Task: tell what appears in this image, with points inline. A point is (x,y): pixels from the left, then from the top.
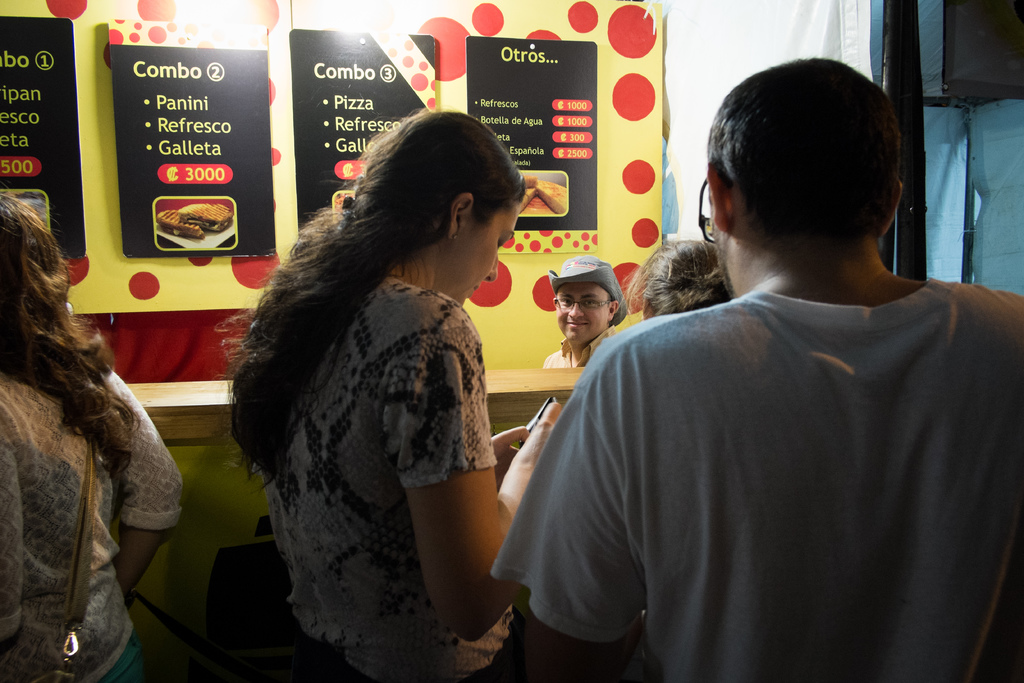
In this image there is a girl (373,393) in the middle (373,430). Beside the girl (407,390) there is a man (737,404). In the background (188,103) there is a hoarding (89,79) in which there are menu cards (352,73). There is a man (567,306) sitting near the counter (533,374). On the left side (69,460) there is another woman (63,426).
